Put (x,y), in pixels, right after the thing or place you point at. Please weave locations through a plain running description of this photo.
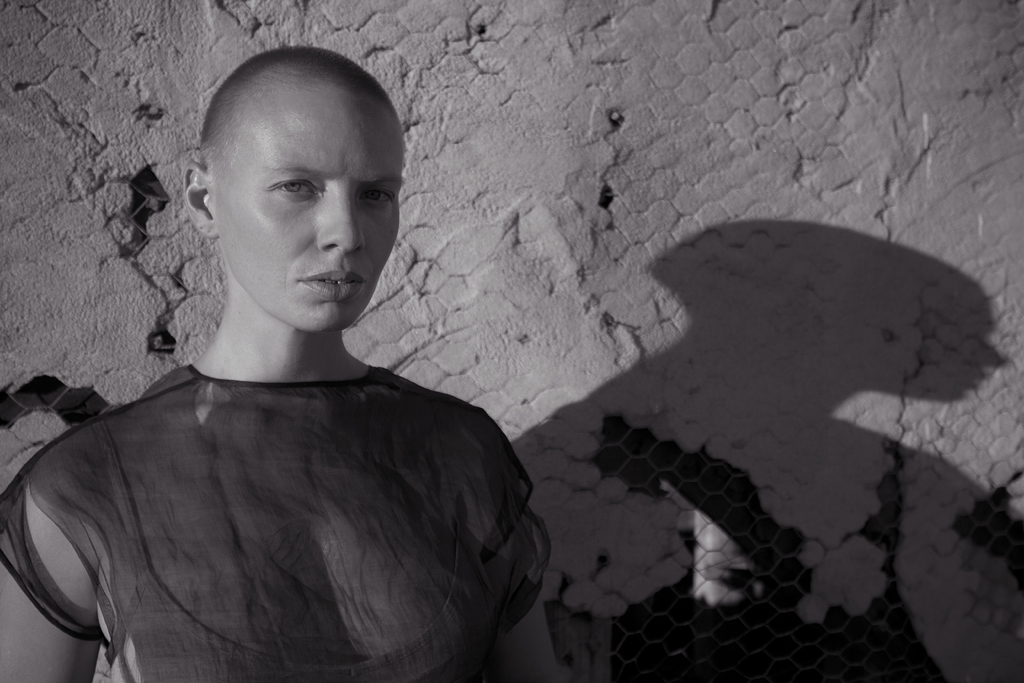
In this image in the front (268,494) there is a person (255,479) standing and in the background (645,380) there is a wall (594,289) and there is a fence (753,543).
